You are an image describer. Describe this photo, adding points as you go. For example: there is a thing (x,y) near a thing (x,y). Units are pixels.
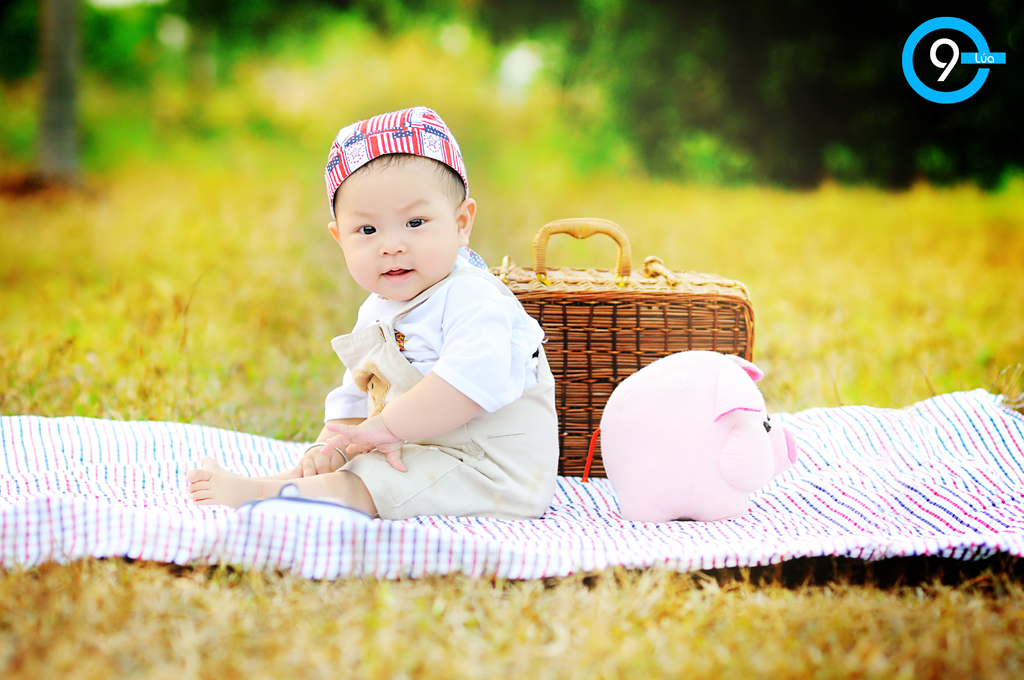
In this image on a carpet (874,485) a kid (461,459) is sitting. Behind him there is a soft toy (679,452) and a basket (617,296). In the background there are trees (323,75). The background (313,58) is blurry.
